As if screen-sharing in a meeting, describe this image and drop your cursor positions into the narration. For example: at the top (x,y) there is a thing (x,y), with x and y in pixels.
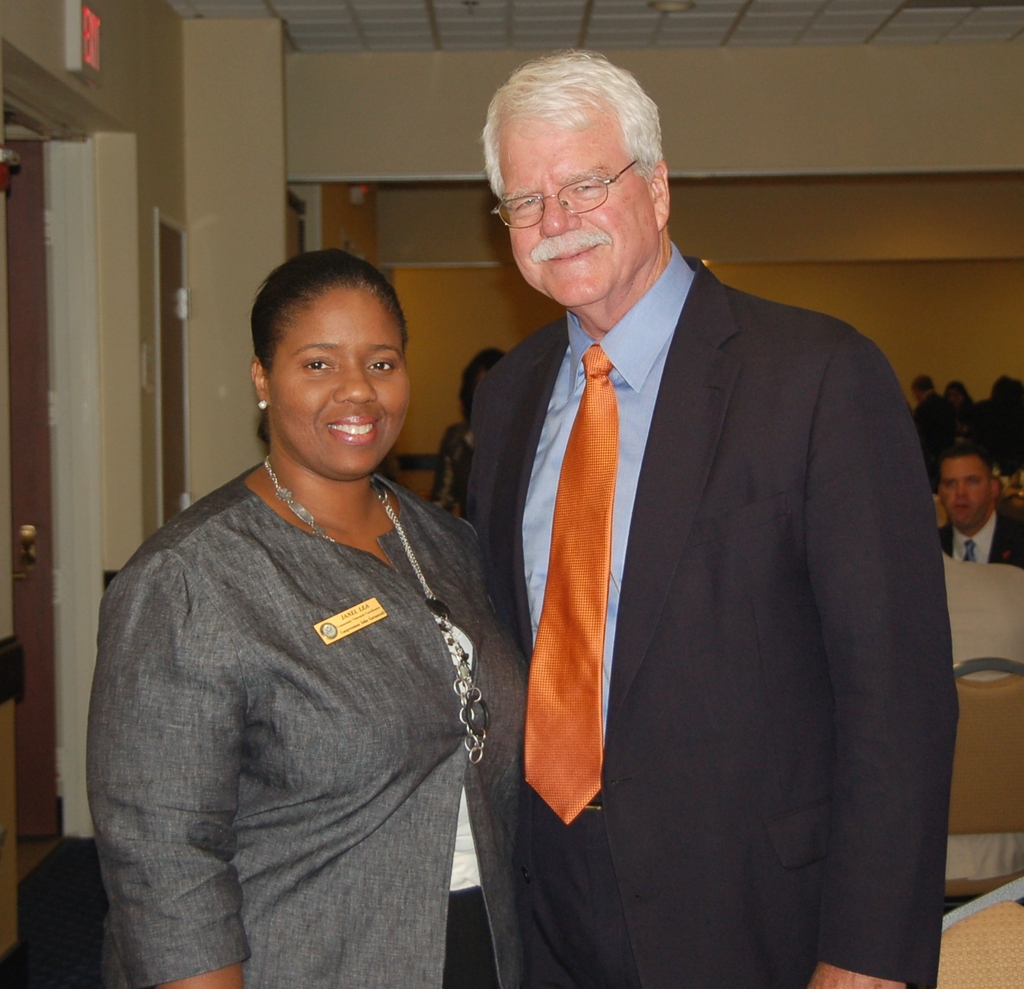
In the image we can see a man (549,616) and a woman (349,674) standing. They are wearing clothes (496,809) and they are smiling. This is a badge (336,616), neck chain (417,574), earring (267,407) and spectacles (578,213). Behind them there are other people (967,490) wearing clothes (957,530). These are the chairs (969,738), door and a floor (55,897).
